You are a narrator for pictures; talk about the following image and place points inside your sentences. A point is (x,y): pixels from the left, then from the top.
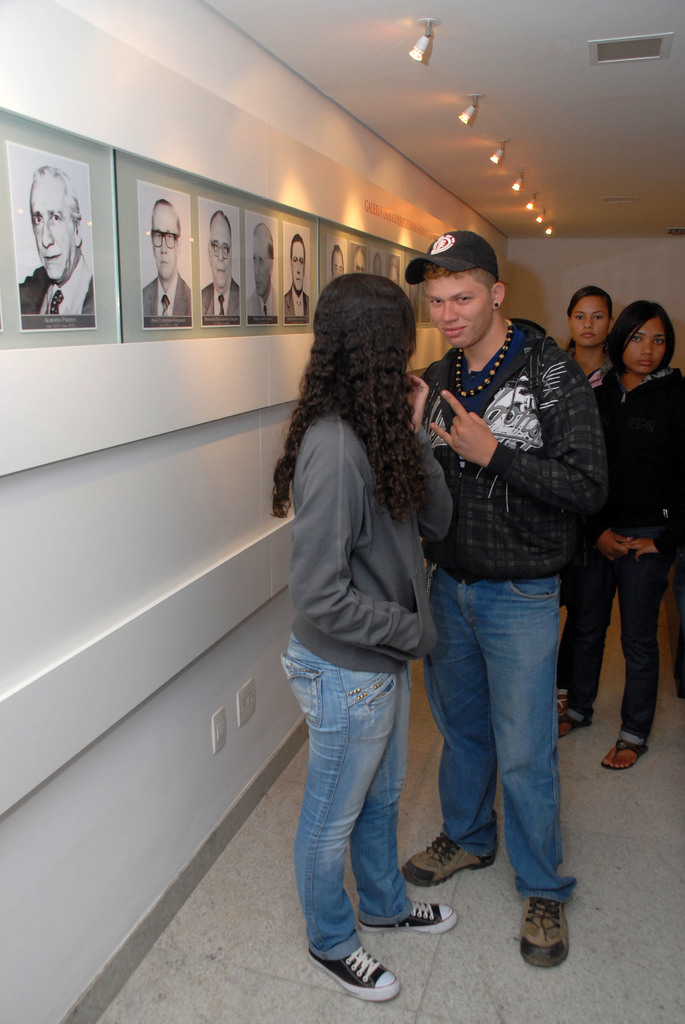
In this image we can see three women (351,526) and one man (506,403) are standing on the floor (435,977). Left side of the image (41,222), we can see photographs (41,222) on the wall (70,658). At the top of the image (431,79), lights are attached to the roof (560,135).
